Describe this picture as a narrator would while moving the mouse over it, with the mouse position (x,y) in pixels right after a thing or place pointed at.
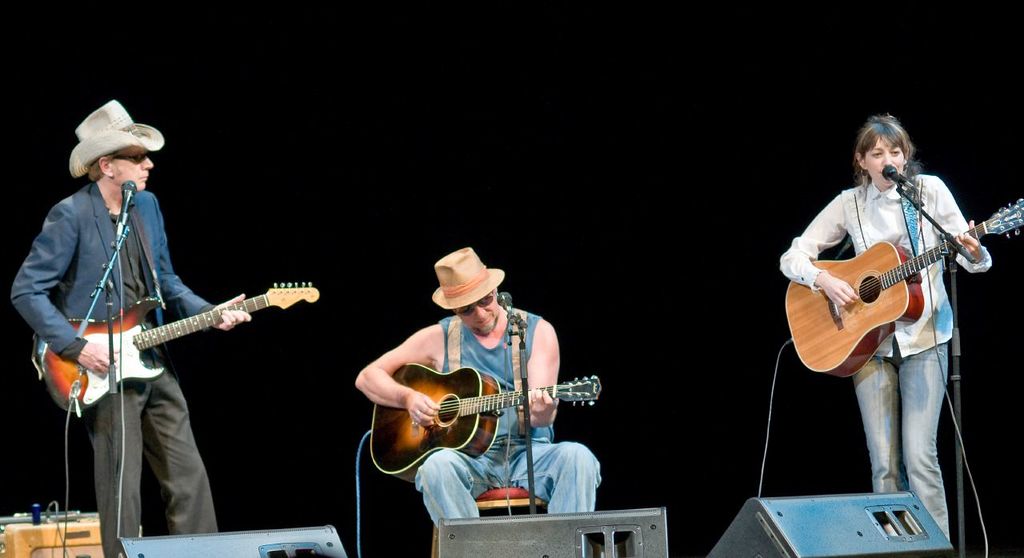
Background (705,85) is completely dark. We can see a man (150,233) and a woman (941,186) standing in front of a mike (112,261) singing and playing guitars (894,271). In the middle (390,357) we can see a man (453,450) on a chair (519,503) in front of a mike (513,311) singing and playing guitar (428,445). Here we can see devices (317,551).
